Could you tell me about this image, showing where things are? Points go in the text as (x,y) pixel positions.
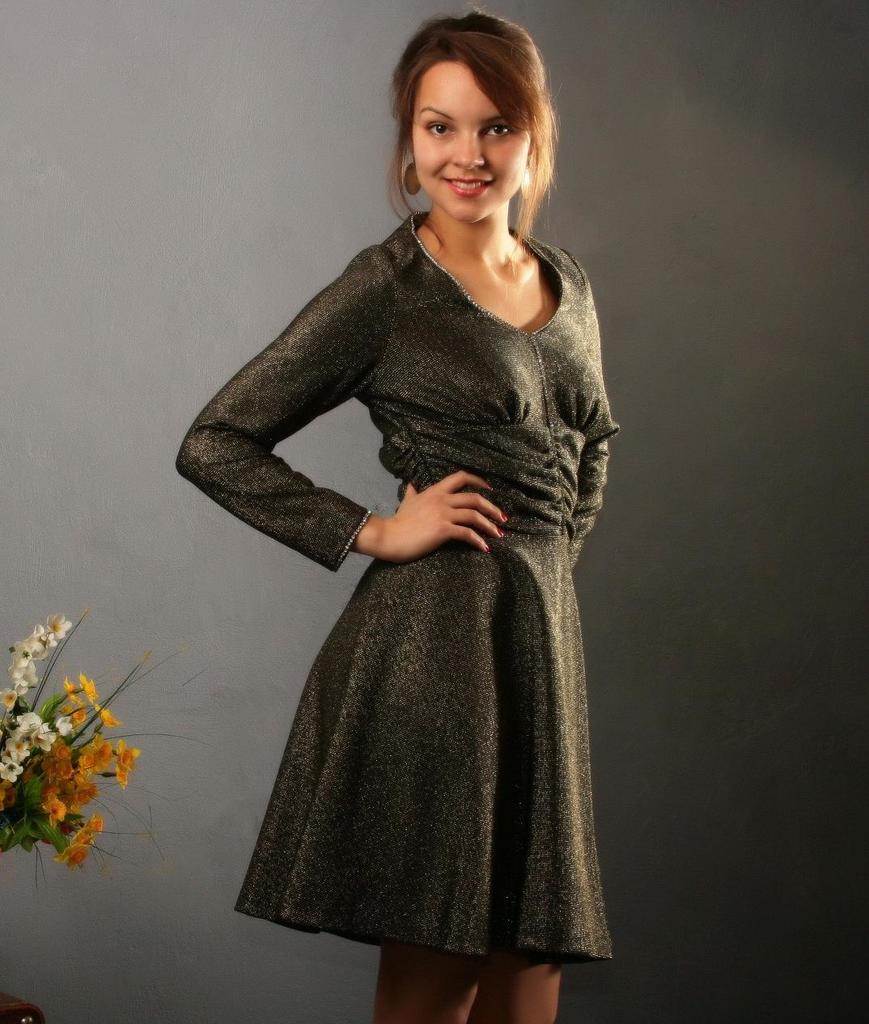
In this image we can see a woman (271,882) and she is smiling. On the left side of the image (77,710) we can see flowers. In the background (180,374) there is a wall (729,460).
